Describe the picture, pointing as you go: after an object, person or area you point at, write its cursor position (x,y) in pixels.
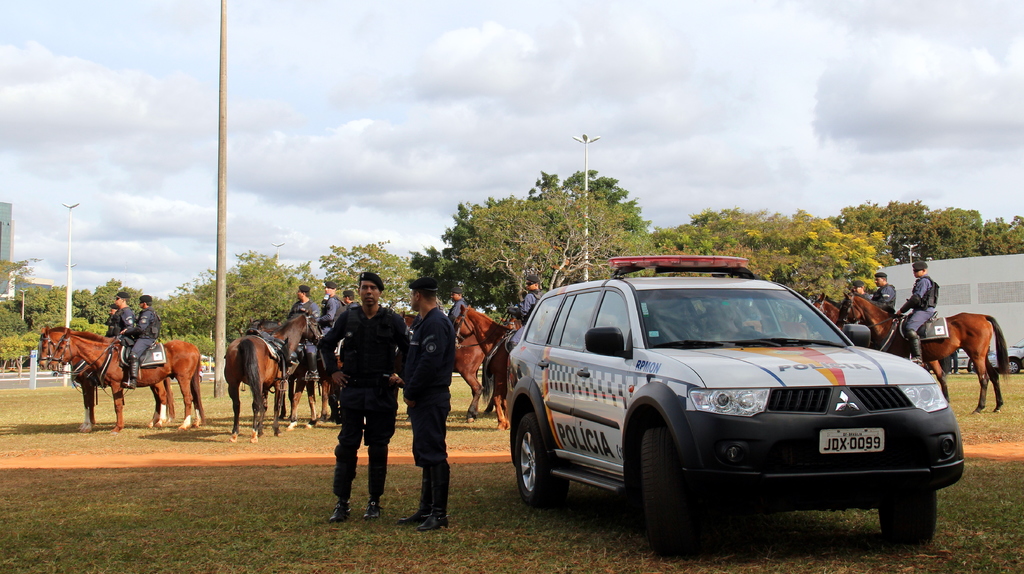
In this image on the right (866,428) there is a car (671,324). Beside it there are two men (416,356). In the background (150,317) there are many people (154,336) sitting on horses (302,318). In the back (230,329) there are trees (348,270), buildings (965,277), poles (221,153). The sky (465,154) is cloudy.
